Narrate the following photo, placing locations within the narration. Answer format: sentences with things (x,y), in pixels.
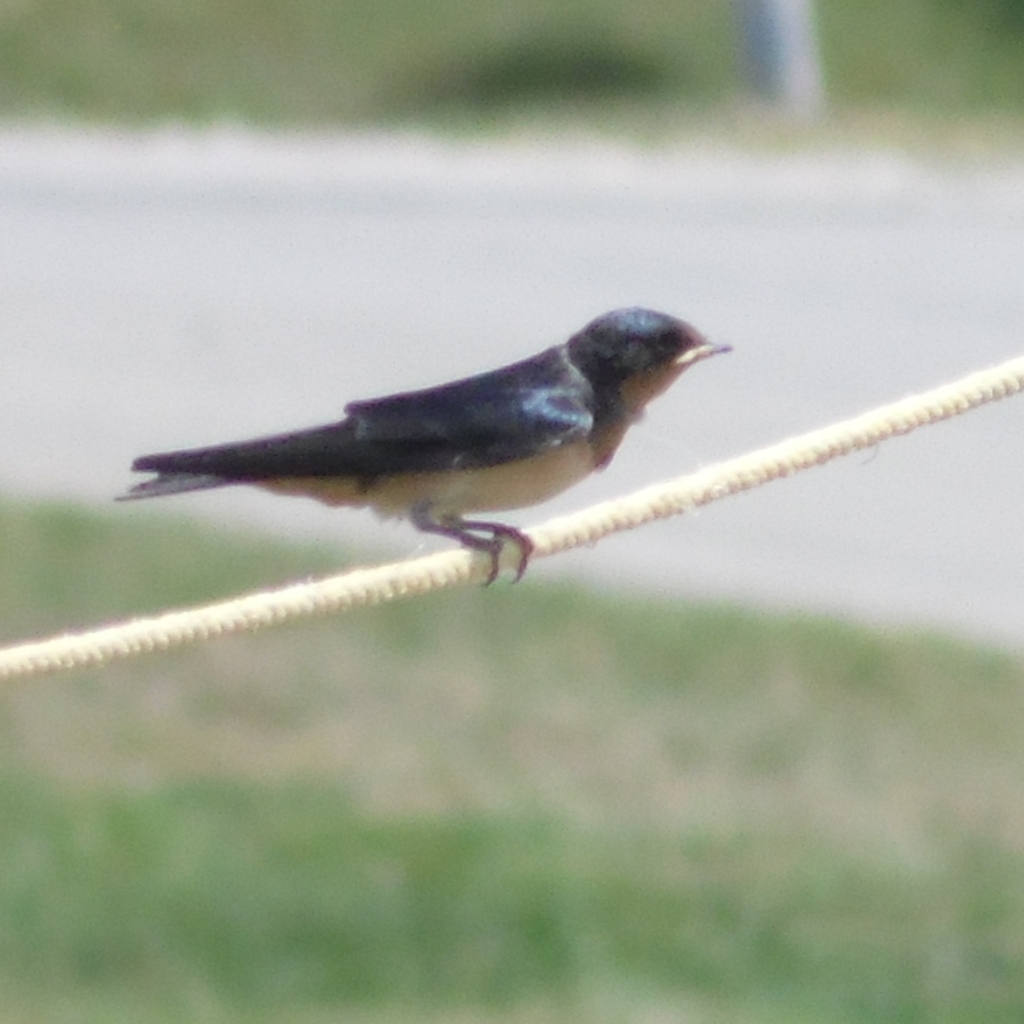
In this image in the center (427,514) there is one bird (443,508) on a rope (474,576), and at the bottom (826,726) there is grass (816,630) and walkway (729,215). At the top of the image (572,81) there is some grass (610,52).
